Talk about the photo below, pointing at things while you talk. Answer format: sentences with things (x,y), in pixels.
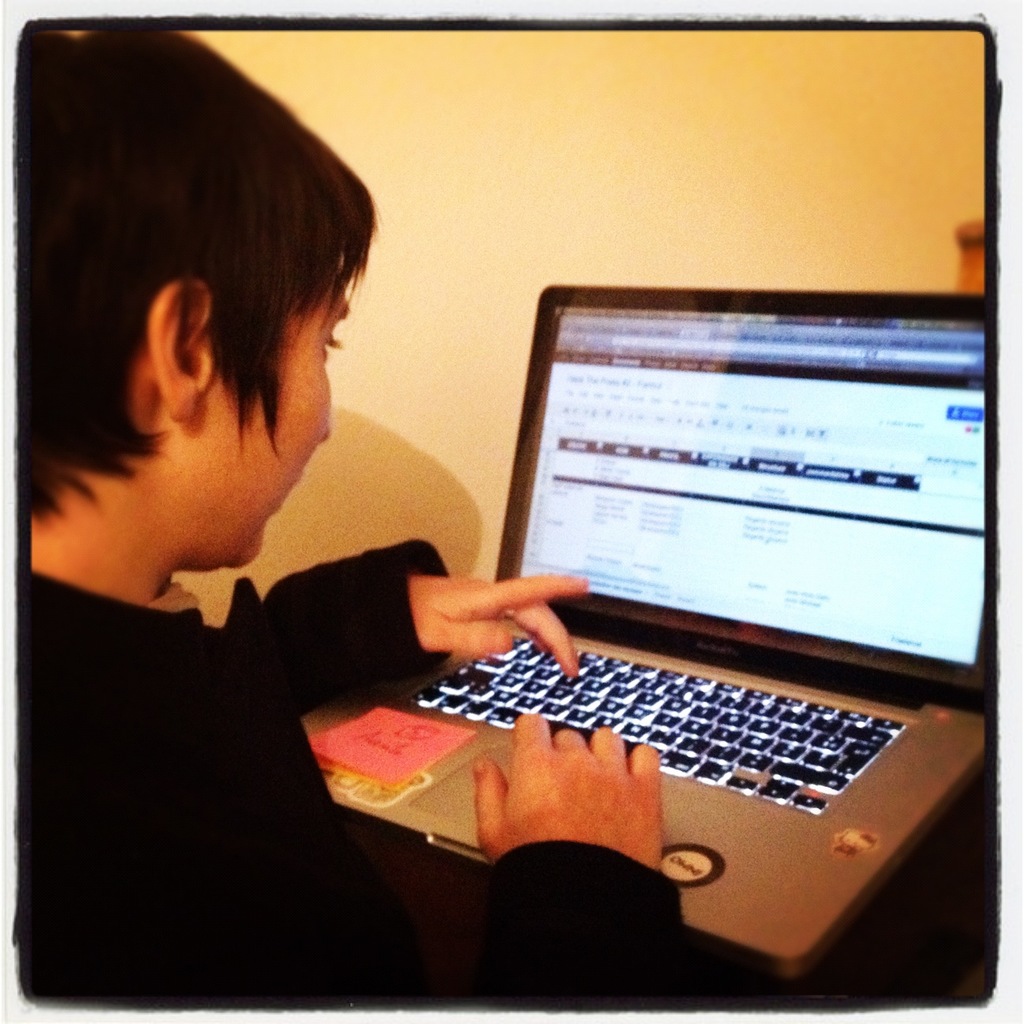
In this image I can see a person (300,966) operating a laptop (832,461). There is a wall (877,107) at the back (721,202).
